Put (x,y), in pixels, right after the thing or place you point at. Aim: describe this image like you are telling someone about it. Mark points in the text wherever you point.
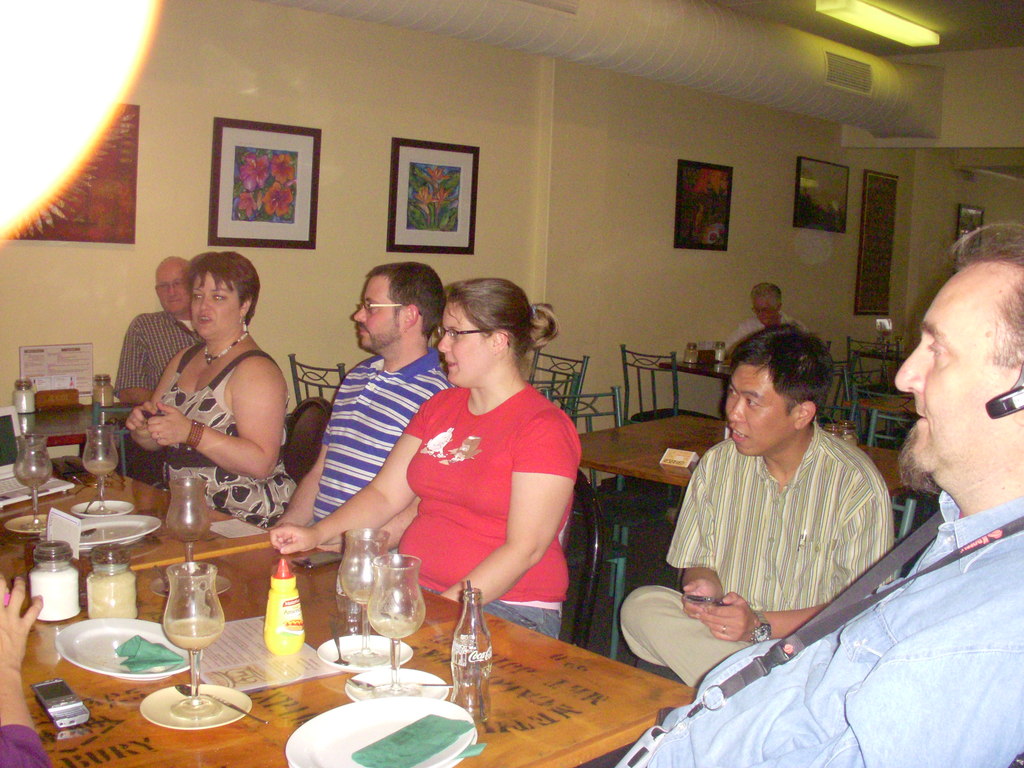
In this image I can see number of people (533,320) are sitting on chairs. Here on this table (255,538) I can see few plates (447,757), glasses (30,477) and a bottle (479,678). On this wall (675,118) I can see few frames (305,241).
